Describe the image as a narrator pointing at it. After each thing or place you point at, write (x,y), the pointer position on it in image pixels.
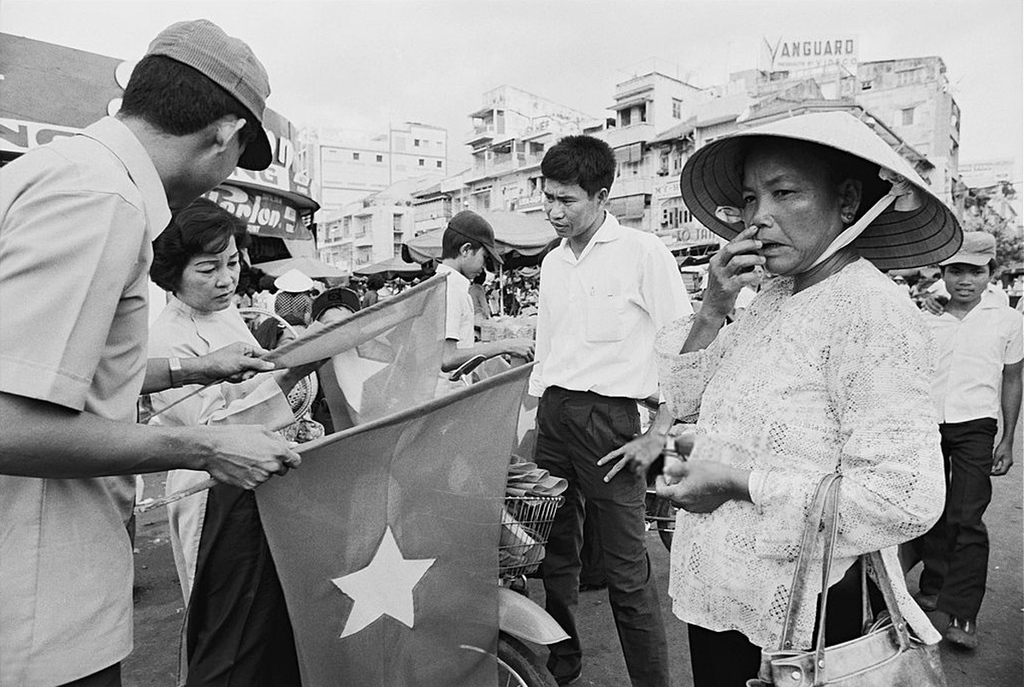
In this picture we can see some people (700,329) are standing, a man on the left side (337,334) is holding flags (302,451), in the background (650,133) there are some buildings (537,155) and tents (424,252), we can see the sky (522,49) at the top of the picture (470,19), a person (917,449) in the front (881,498) is carrying a bag (826,489), it is a black and white image.
